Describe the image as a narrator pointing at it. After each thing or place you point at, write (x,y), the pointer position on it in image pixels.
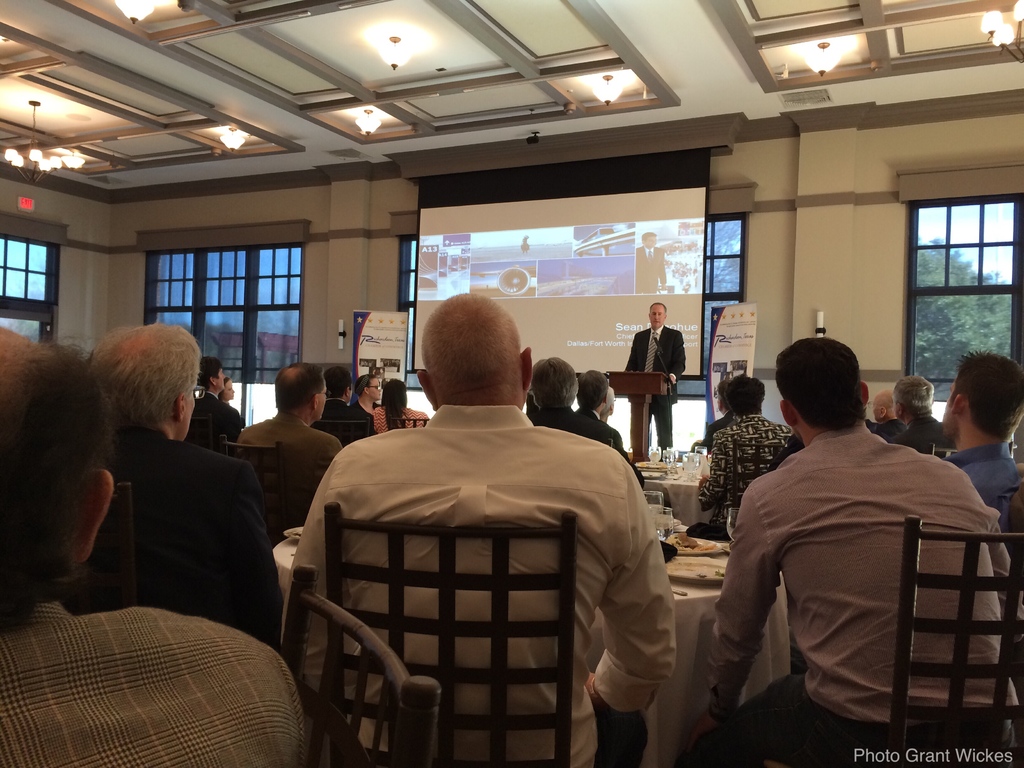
This picture shows a group of people (435,458) sitting on the chair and we see few glasses (700,451) on the table (679,473) and a man (650,345) speaking at a podium (636,435) with the help of a microphone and we see a projector screen (692,209) on his back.
